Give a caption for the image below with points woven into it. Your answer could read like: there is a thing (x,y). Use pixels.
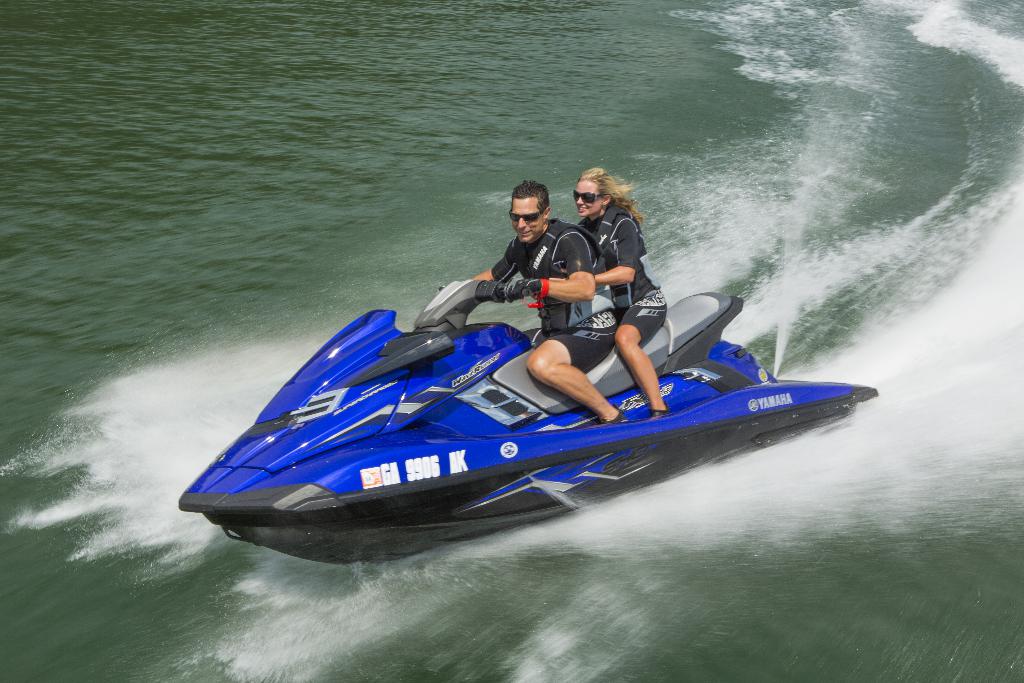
In the image we can see two people (591,275) wearing clothes (569,309), goggles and they are smiling. They are sitting in the jet ski (591,370) and the jet ski (568,403) is in the water (843,514).
